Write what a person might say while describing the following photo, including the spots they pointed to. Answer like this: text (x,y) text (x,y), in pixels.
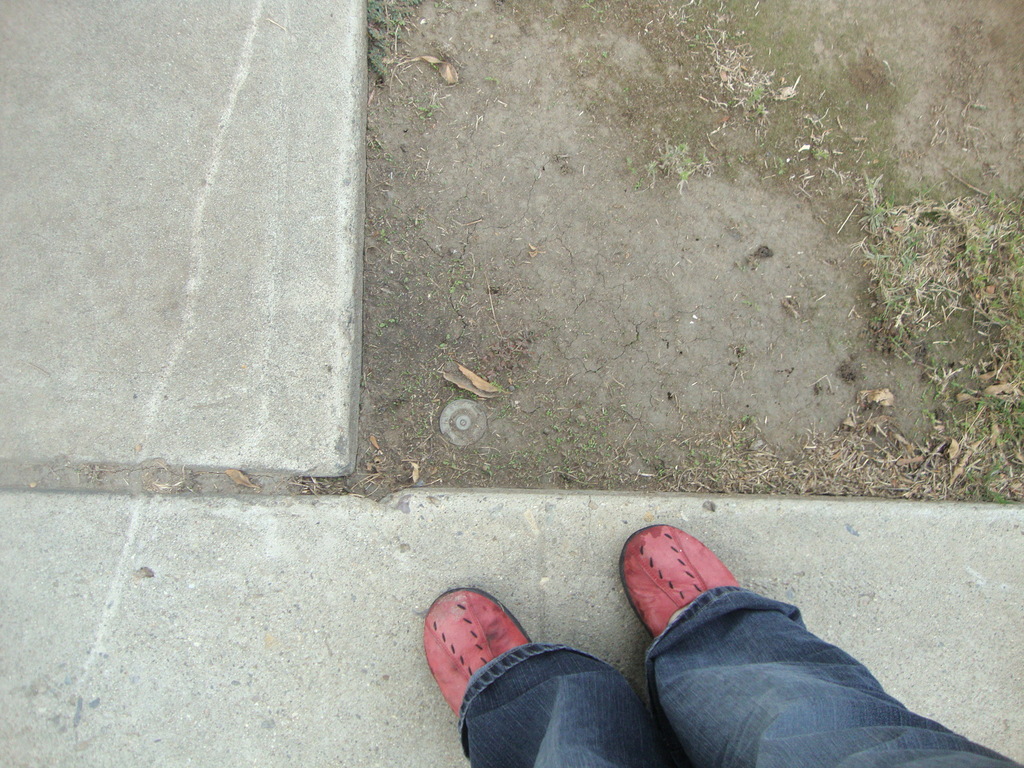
In this picture I can see the legs (891,706) of a person (594,755) on the walkway (884,677), and there is grass (955,452).
